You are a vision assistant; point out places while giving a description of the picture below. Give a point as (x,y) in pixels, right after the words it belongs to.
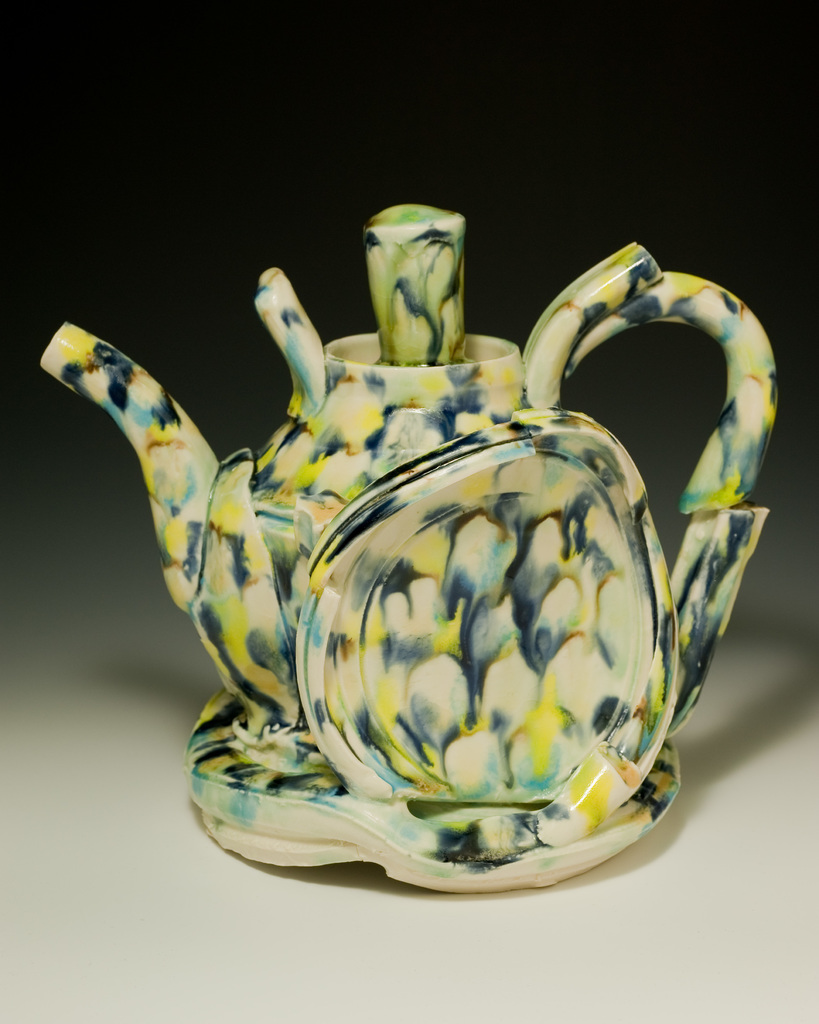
In this picture I can see a kettle (420,334) and I can see dark background (576,99).
